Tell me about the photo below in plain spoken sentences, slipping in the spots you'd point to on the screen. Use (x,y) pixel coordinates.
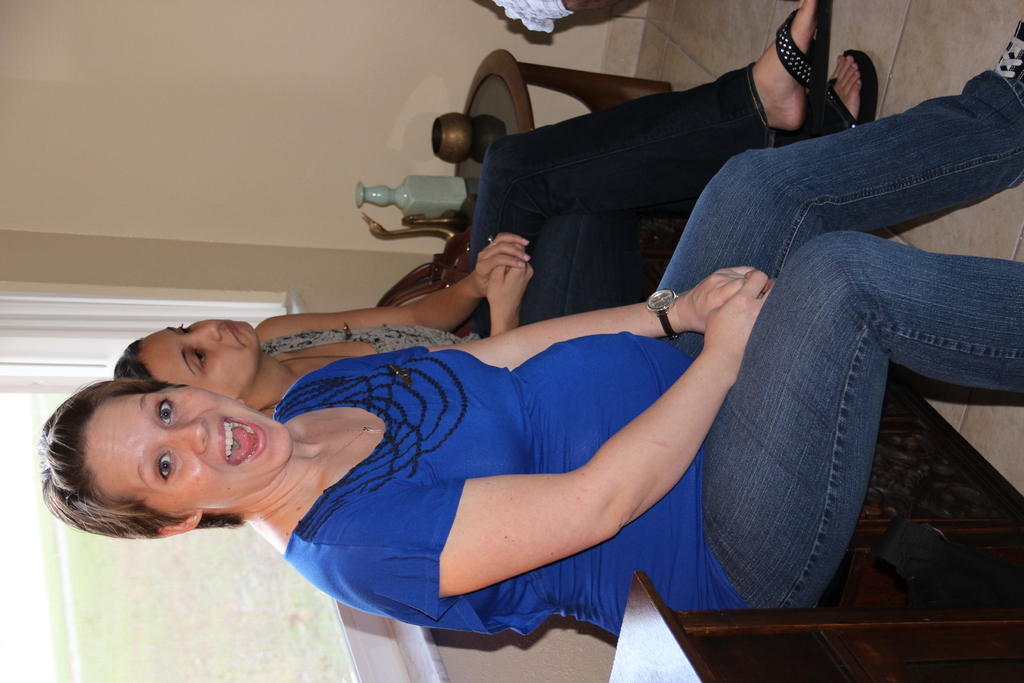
In this picture we can see two women (689,544) sitting on a wooden object (868,636). There is a table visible on the right side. We can see a bowl (452,153), vase (421,189) and other things (367,218) on a table (512,115). We can see a white object (552,29). At the back of the two women (497,578) we can see a glass window (184,624).
